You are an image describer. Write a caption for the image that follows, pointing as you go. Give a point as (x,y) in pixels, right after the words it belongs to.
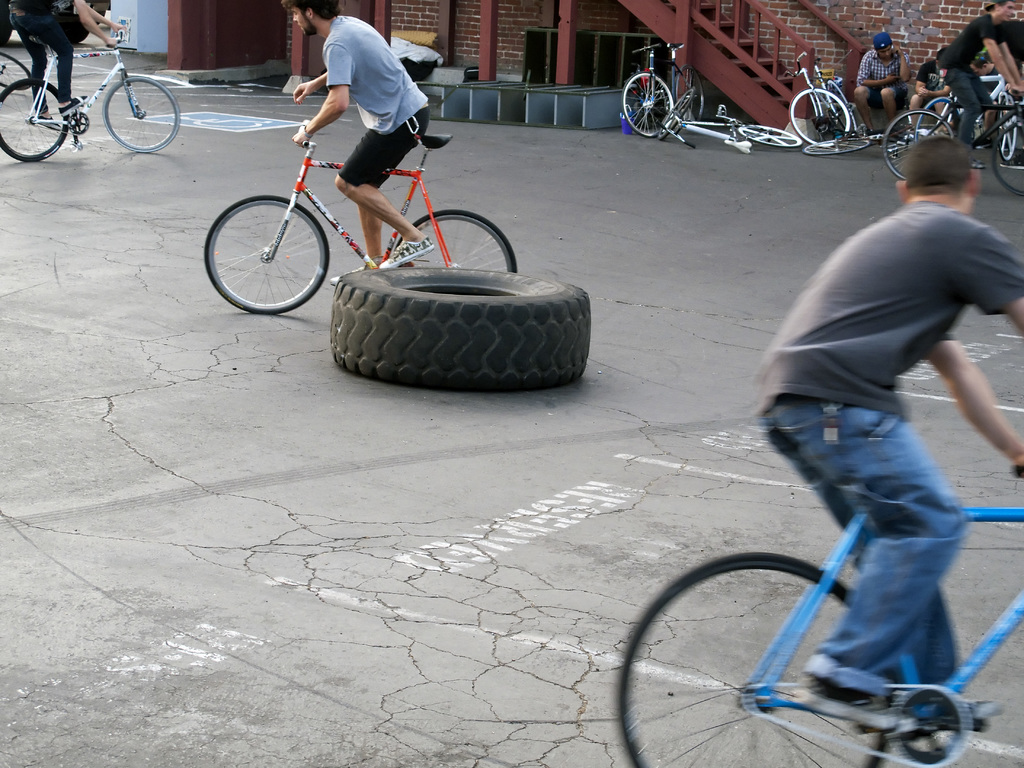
In this image there are some people (916,465) who are sitting on a cycle (389,172) and riding, and in the background (684,89) there are some cycles (669,111) and some persons (879,73) are sitting and there is a staircase (736,38), wall (781,53) and some windows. At the bottom (269,604) there is floor (737,204) and in the center (442,310) there is one tyre (475,297).
